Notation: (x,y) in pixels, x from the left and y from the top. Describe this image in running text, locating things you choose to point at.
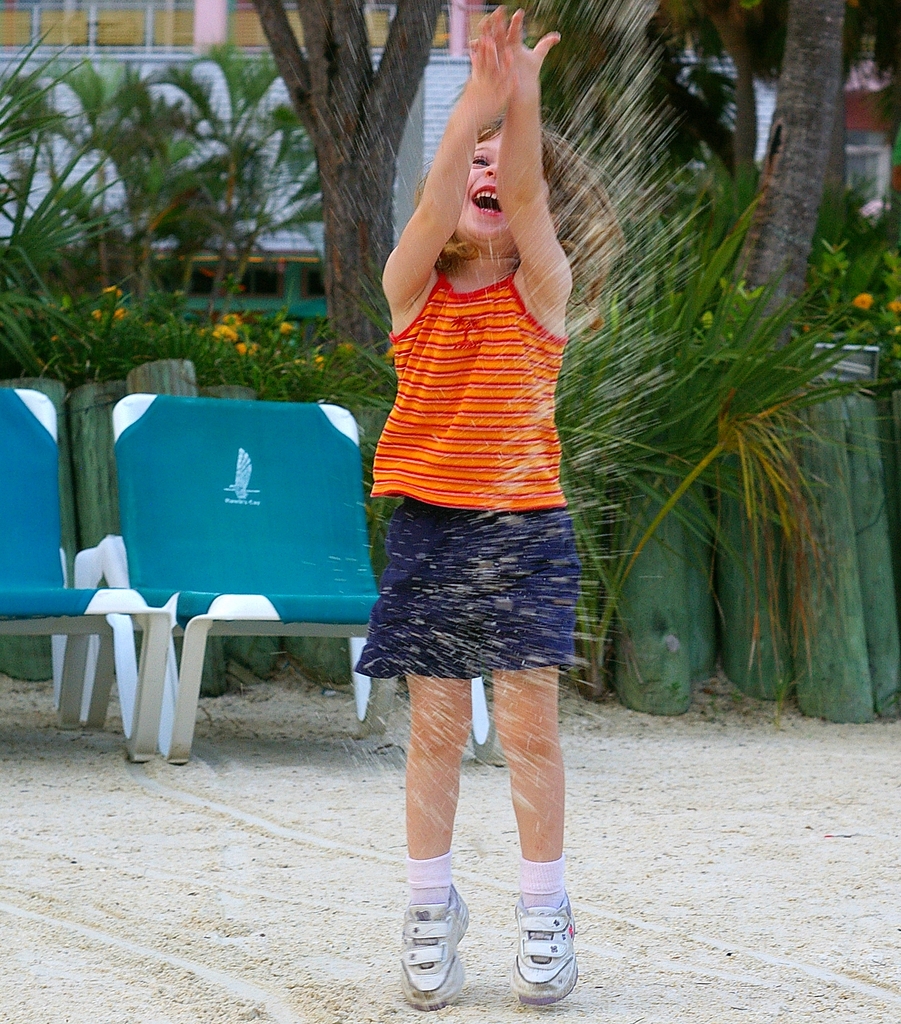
In the picture, the girl (495,443) is playing with the sand (373,889) she is wearing blue and orange dress (466,464), behind the girl (451,414) there are two chairs (128,555) and behind the chairs (203,411) there are some trees (326,52) and plants (576,382).
